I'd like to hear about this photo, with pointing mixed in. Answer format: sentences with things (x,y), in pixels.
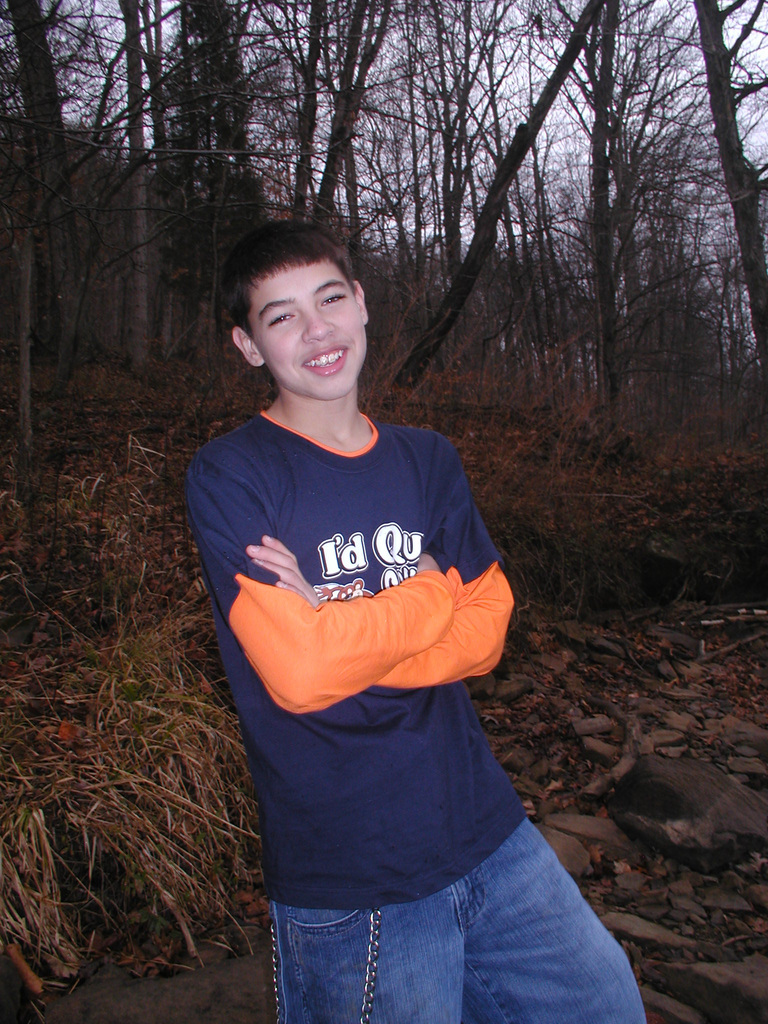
In this image I can see a boy (248,306) is standing in the front (244,644) and I can see smile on his face (317,326). I can also see he is wearing t shirt (391,486), blue jeans (482,928) and on his t shirt (337,558) I can see something is written. In the background (195,713) I can see stones (559,682), grass (53,586), number of trees (379,265) and the sky (761,110).
